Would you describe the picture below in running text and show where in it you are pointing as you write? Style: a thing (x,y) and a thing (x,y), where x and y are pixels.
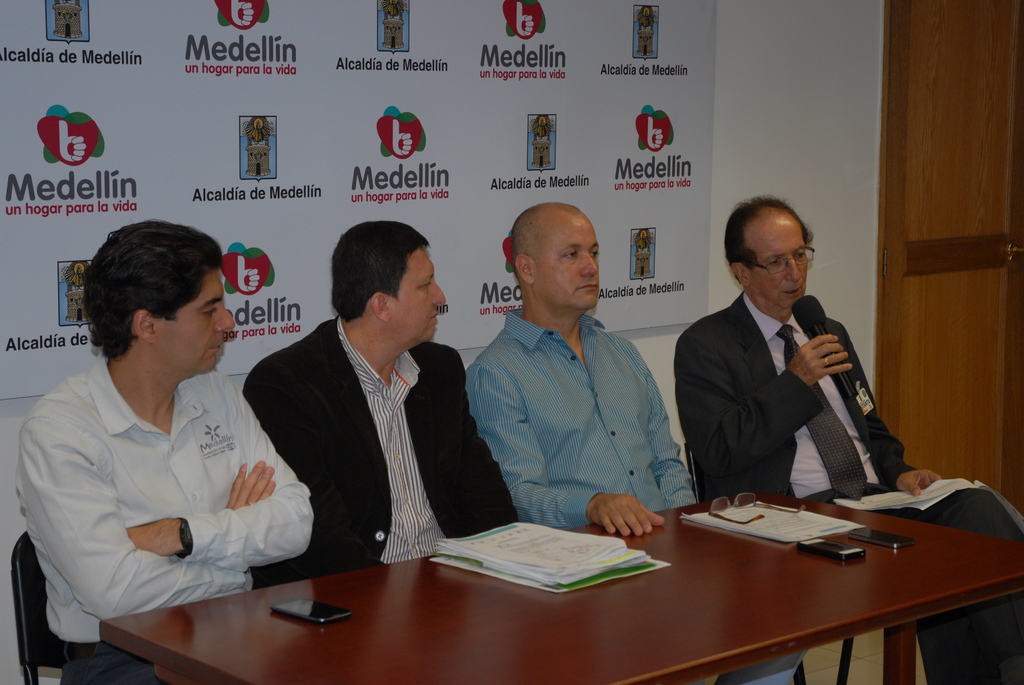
In this picture there are four men (400,440) who are sitting on the chair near to the table (707,556). On the table (693,556) I can see the mobile phones (810,547), papers (568,547), files (639,554) and other objects (771,505). Right person (761,460) is holding a mic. Behind them I can see the banner (528,118) which is placed on the wall (760,103). On the right (946,200) I can see the door (955,301).
